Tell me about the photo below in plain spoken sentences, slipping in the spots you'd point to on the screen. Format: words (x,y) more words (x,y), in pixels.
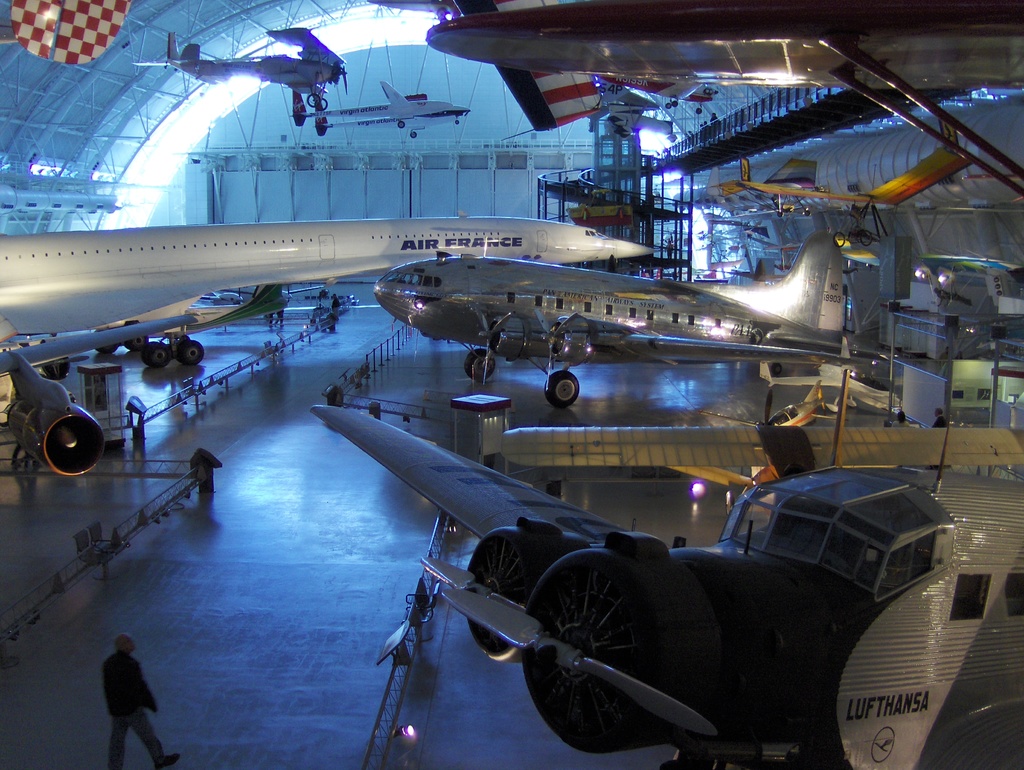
In this image we can see the airplanes (632,351). We can also see the barriers (411,600). There is also a person (148,712) walking on the floor (385,588). We can also see the wall (424,202), focus lights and also the roof (218,32) for shelter and we can see the text (463,244) present on the airplanes (804,664).
